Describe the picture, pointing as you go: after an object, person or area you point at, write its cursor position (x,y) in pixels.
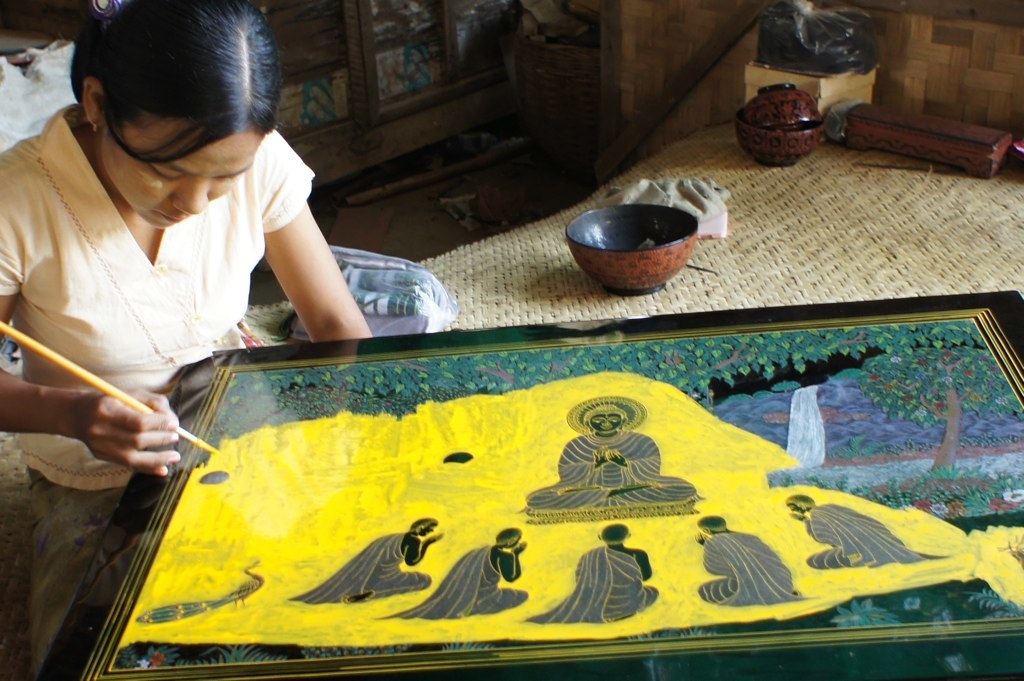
In this image we can see a lady (115,430) painting. There are bowls (681,242) and a cloth (685,205). We can see a bag (771,46) placed on the stand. In the background (383,132) we can see a cupboard (380,125) and there is a mat (808,254).
